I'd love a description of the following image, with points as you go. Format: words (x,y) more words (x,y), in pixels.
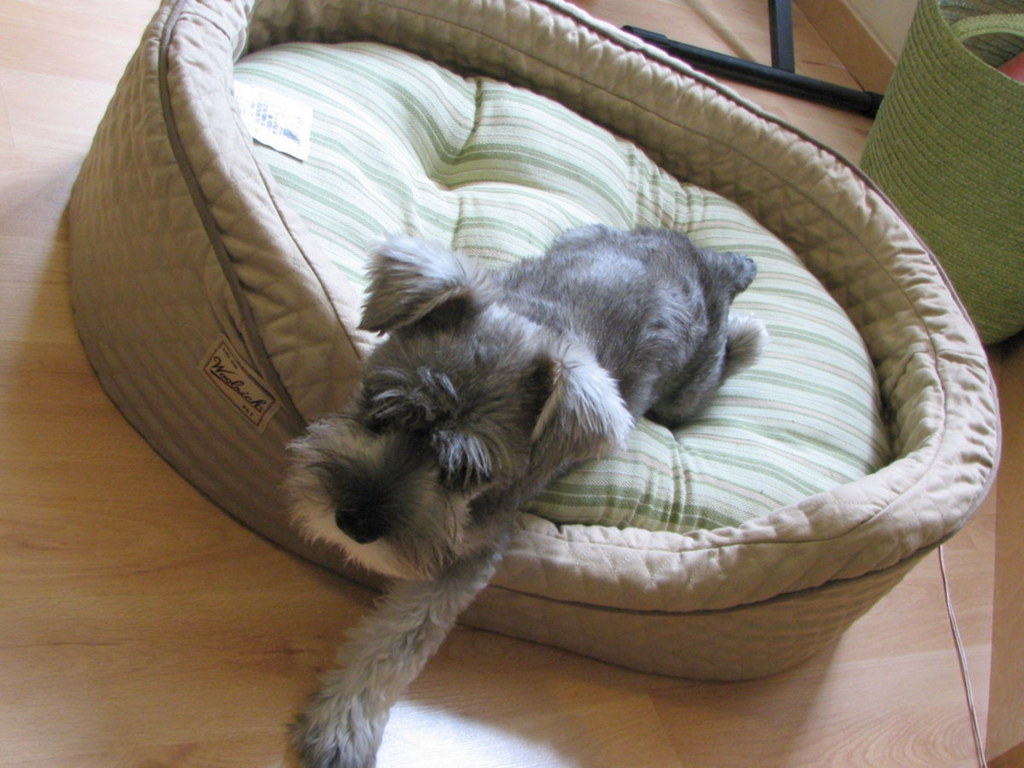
In this image I can see a dog (644,284) in gray and white color, and the dog (514,378) is on the bed (252,229) which is in cream color. Background (952,110) I can see a green color basket (940,122) and the floor (147,481) is in cream color.
